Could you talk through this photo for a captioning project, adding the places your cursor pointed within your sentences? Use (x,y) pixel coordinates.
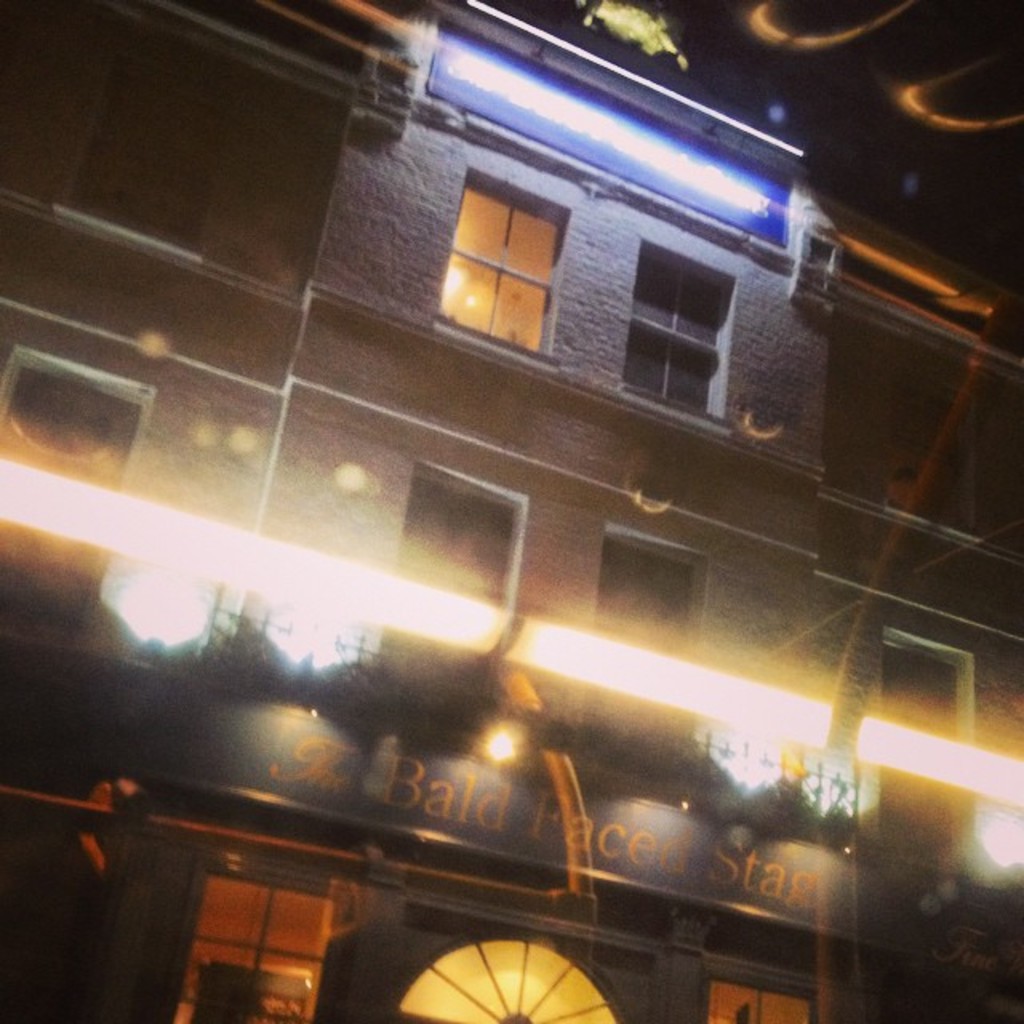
This is the building (596,329) with windows (936,504) and doors (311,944). I can see a name board (334,766) attached to the building wall (773,537). These are the lights (298,626).
